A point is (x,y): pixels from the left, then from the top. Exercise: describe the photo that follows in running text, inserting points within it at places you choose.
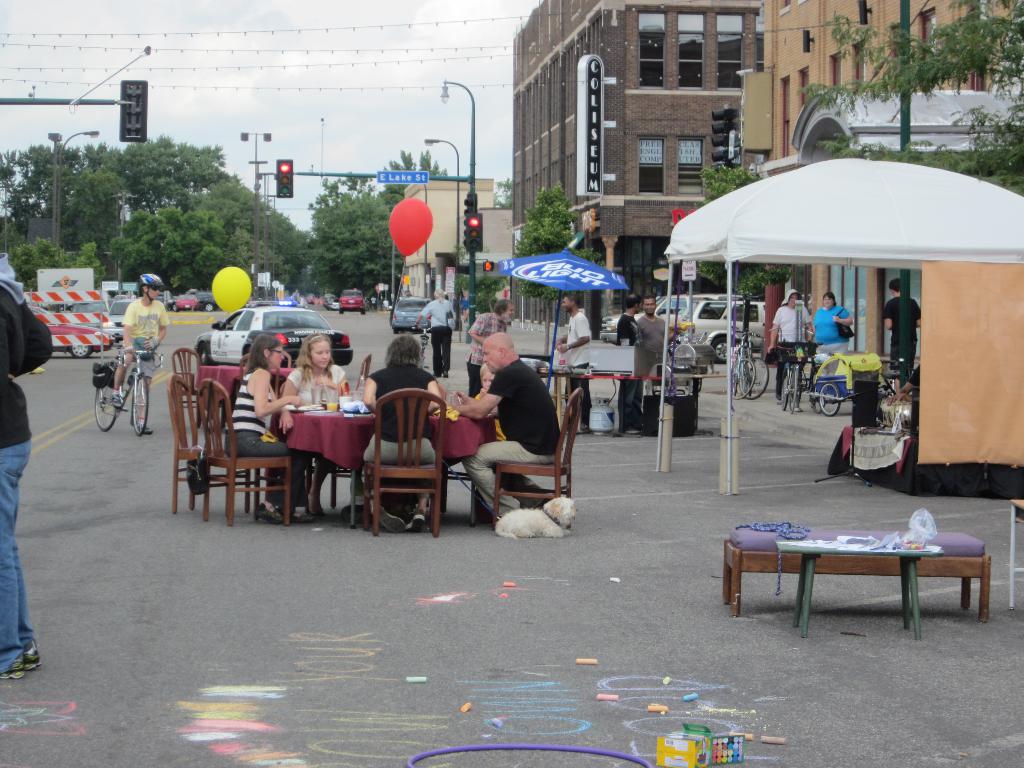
In this image there are group of persons (386,459) sitting on the chairs (404,467) and at the background of the image (216,221) there are traffic signals (472,239), trees (184,235) and buildings (683,185) and at the right side of the image (700,213) there is a tent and at the bottom right of the image (754,531) there is a bench (825,566).
